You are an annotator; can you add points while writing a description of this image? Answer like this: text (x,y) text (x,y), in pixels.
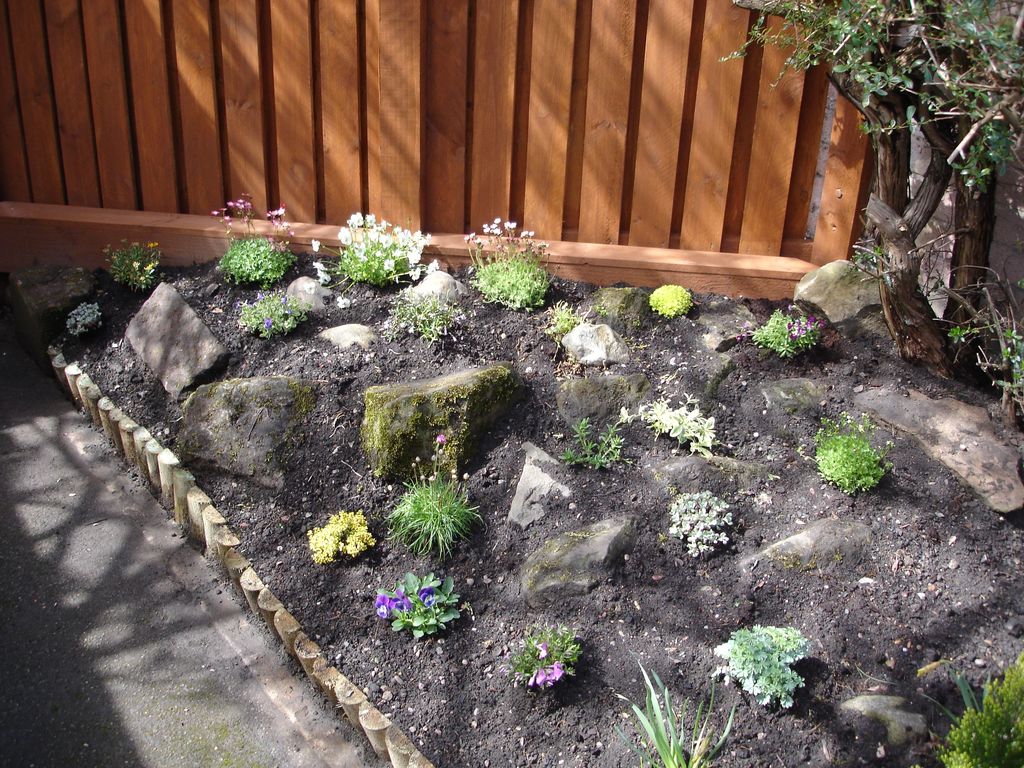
In this picture we can see plants (365,276) with flowers (395,278) and stones (580,547) on the ground (485,718). In the background (864,57) we can see a tree (881,132) and the wall (508,101).
